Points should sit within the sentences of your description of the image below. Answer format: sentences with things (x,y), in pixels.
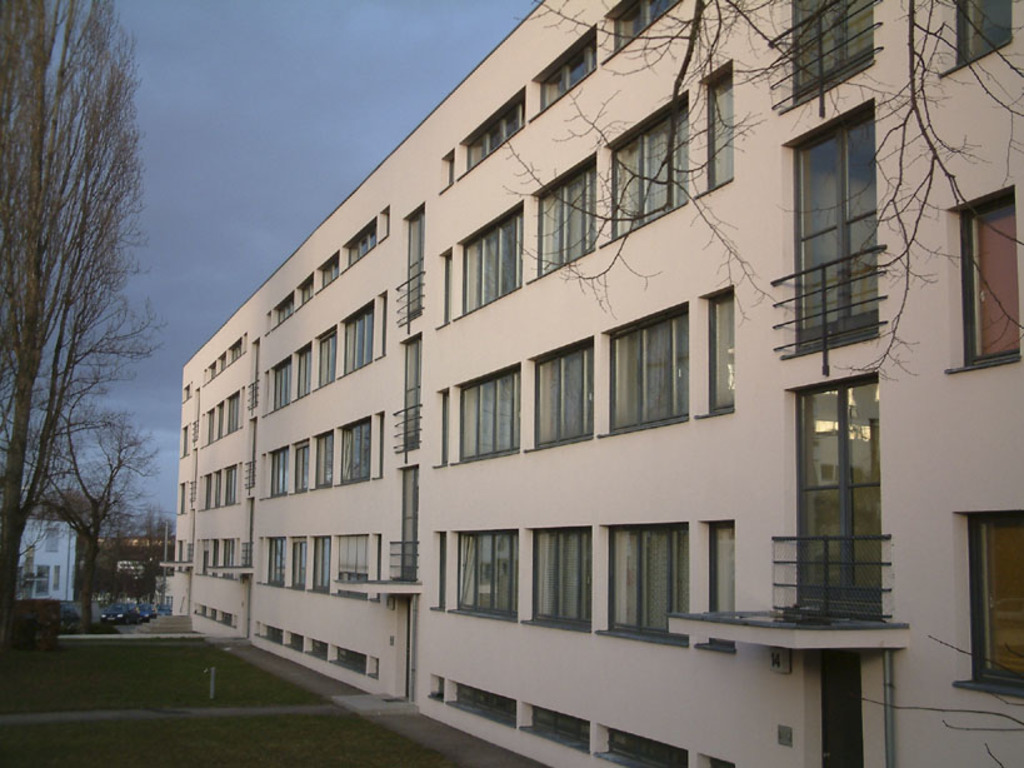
Here in this picture we can see a building (242,391) present on the ground (426,755) over there and we can see windows (372,241) on the building (401,451) over there and in the left side (33,380) we can see trees (12,443) present all over there and we can see a car (108,617) present in the far and we can see clouds (224,88) in the sky (166,285).
